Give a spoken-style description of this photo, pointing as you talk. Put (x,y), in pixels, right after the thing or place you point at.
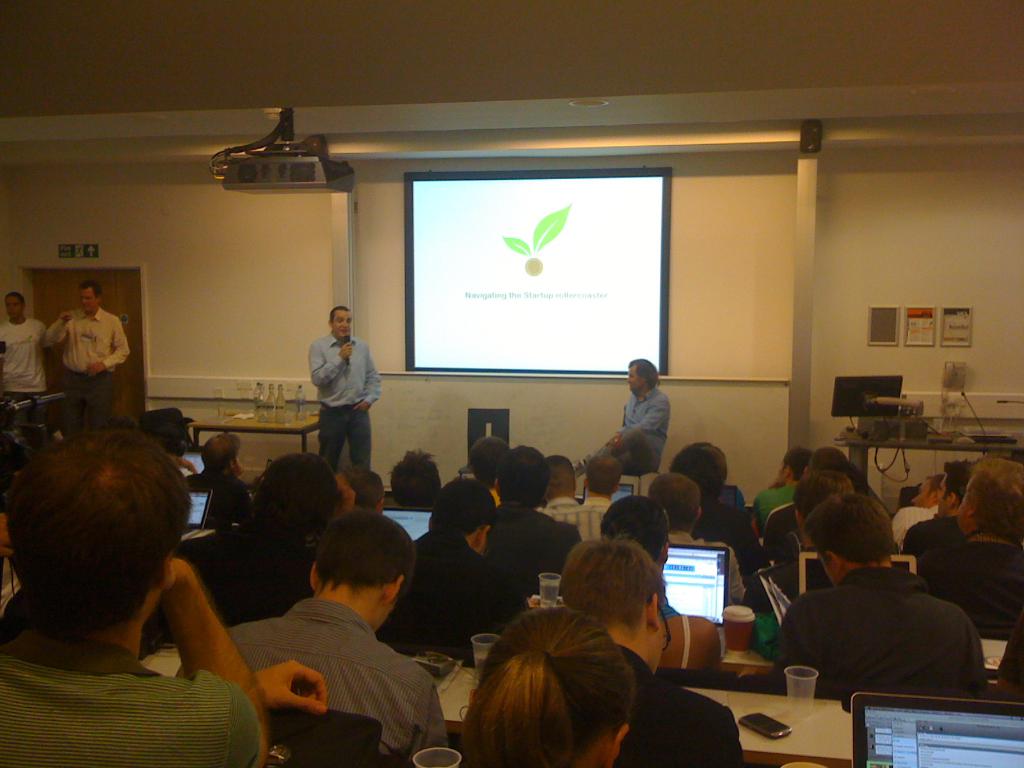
In this picture we can see a group of people (838,581) sitting on chairs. In front of them we can see laptops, glasses (446,751), mobile (774,724), tables (249,426), bottles (276,416), screen (456,253), wall (207,340), four people (85,353) and some objects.
